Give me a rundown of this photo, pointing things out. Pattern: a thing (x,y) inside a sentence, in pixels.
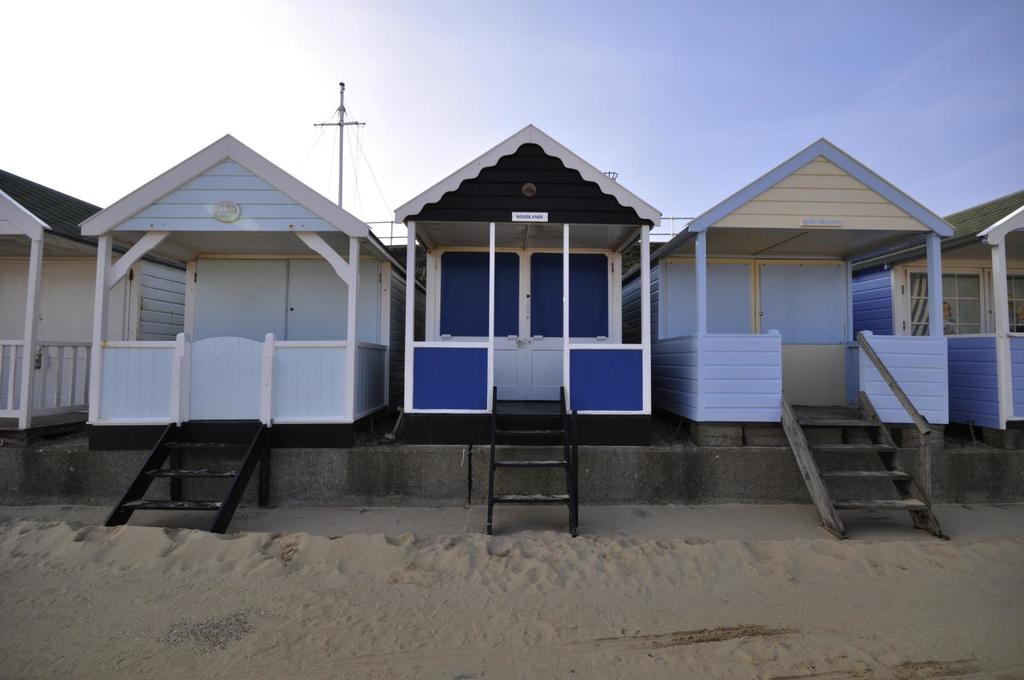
In this picture, we can see a few houses (737,302), stairs (829,496), and we can see the ground (453,508), pole (341,178) with wires (366,159) and the sky (366,159).
